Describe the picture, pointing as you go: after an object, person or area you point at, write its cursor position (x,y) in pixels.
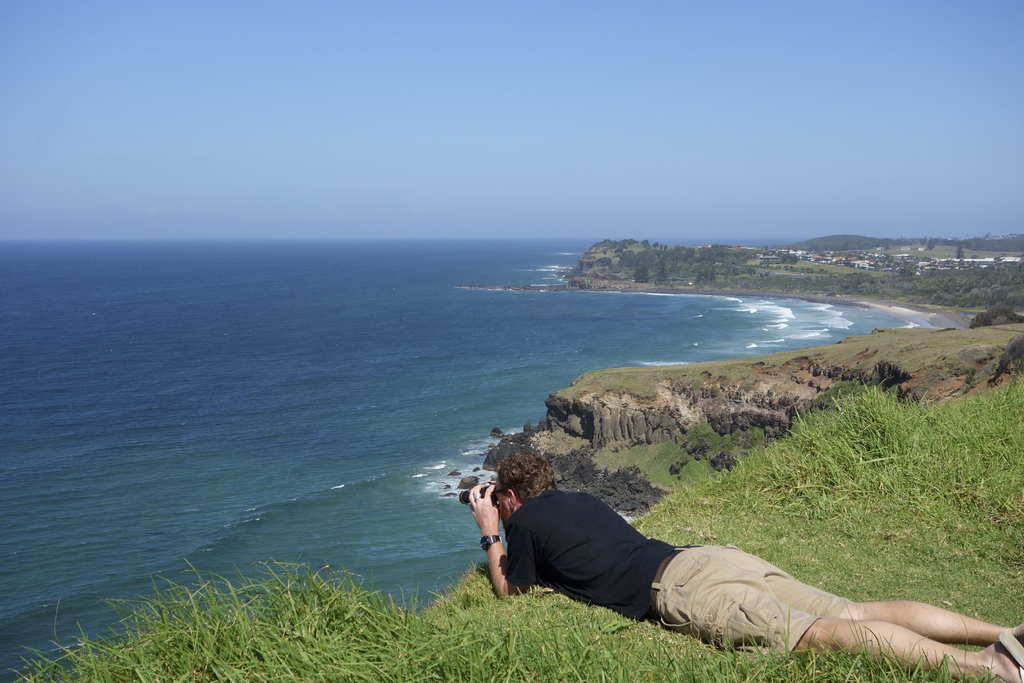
In this image I can see the person (575,545) lying on the grass (458,646). The person (568,577) is wearing the black and brown color dress (610,597) and holding the black color object (476,494). In-front of the person (544,545) I can see the water (178,348) which are in blue color. In the background (303,179) there is a blue sky (330,167).
